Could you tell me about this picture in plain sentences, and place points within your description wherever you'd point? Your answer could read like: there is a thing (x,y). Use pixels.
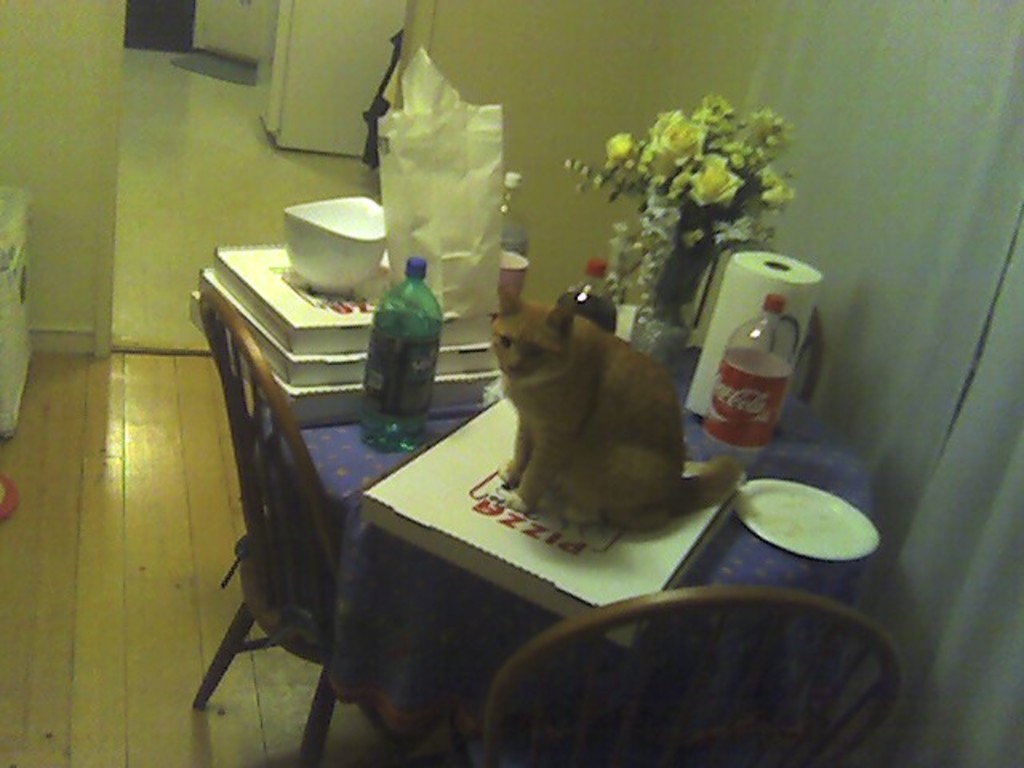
There is a cat (607,427), few pizza boxes (441,474), flower vase (673,181), few soda bottles (768,400), tissue roll (754,291), plate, glass (509,287) on the table (360,594). There are 2 chairs (331,513) here.
